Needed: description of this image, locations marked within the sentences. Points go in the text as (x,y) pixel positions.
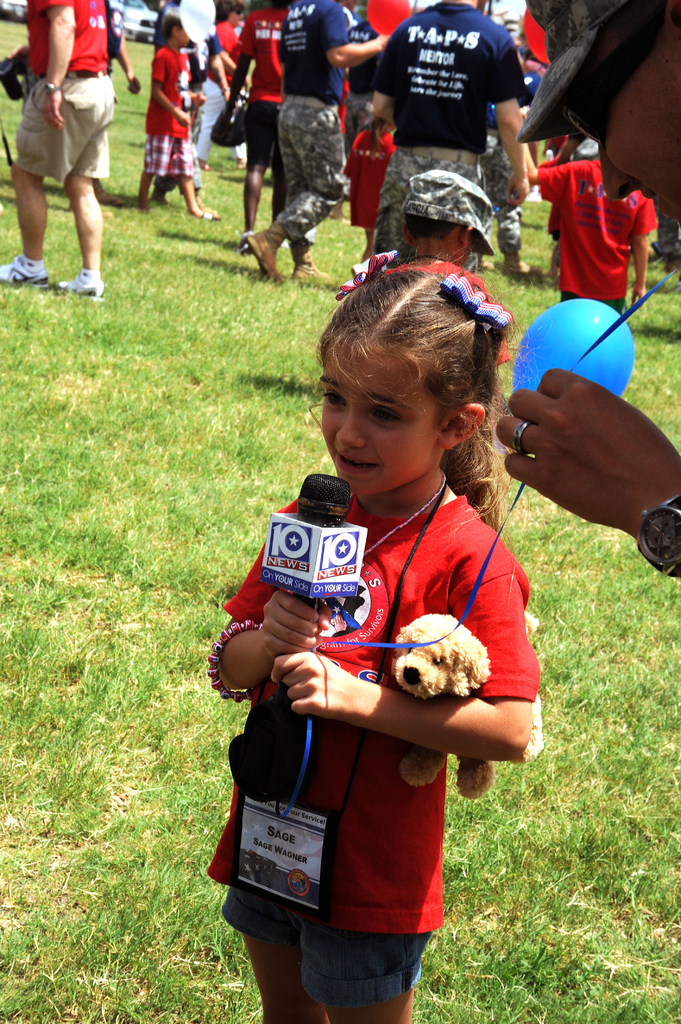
In the center of the image (359,427) we can see girl (374,589) standing and holding a mic (289,538). On the right side of the image (569,445) we can see person (578,128) standing and holding balloon (558,355). In the background (568,294) we can see grass (210,223), persons (206,77) and grass (126,315).
